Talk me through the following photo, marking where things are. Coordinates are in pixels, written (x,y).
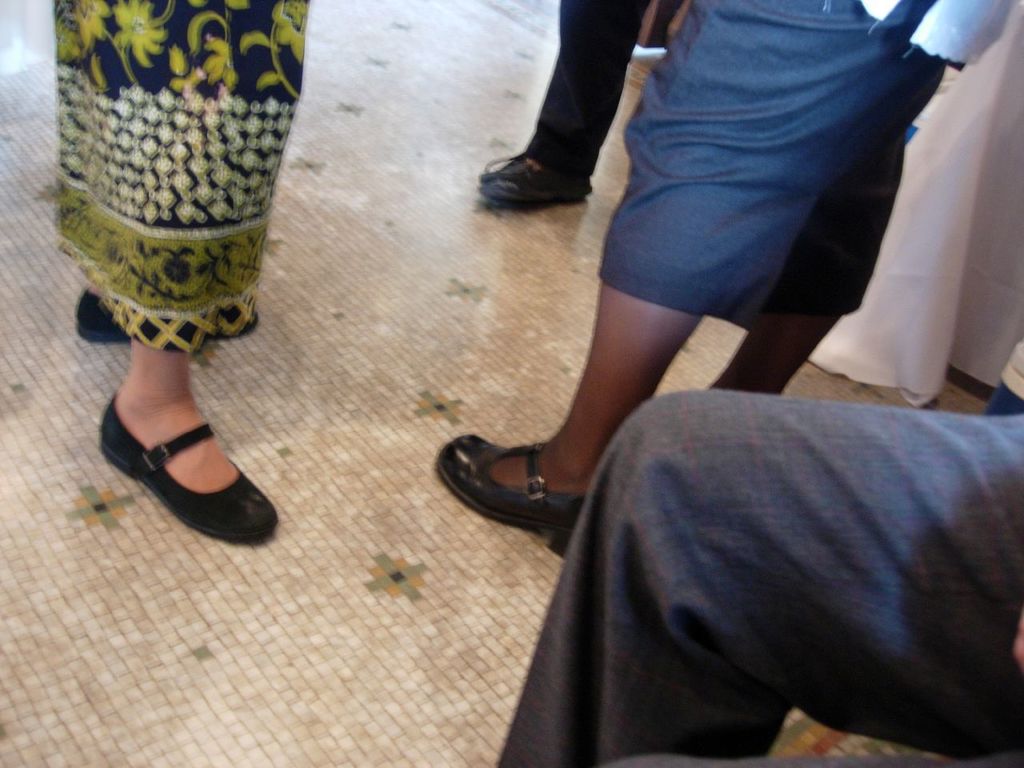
This picture consists of persons legs (748,604) and shoes (244,499) visible on floor (352,514).
